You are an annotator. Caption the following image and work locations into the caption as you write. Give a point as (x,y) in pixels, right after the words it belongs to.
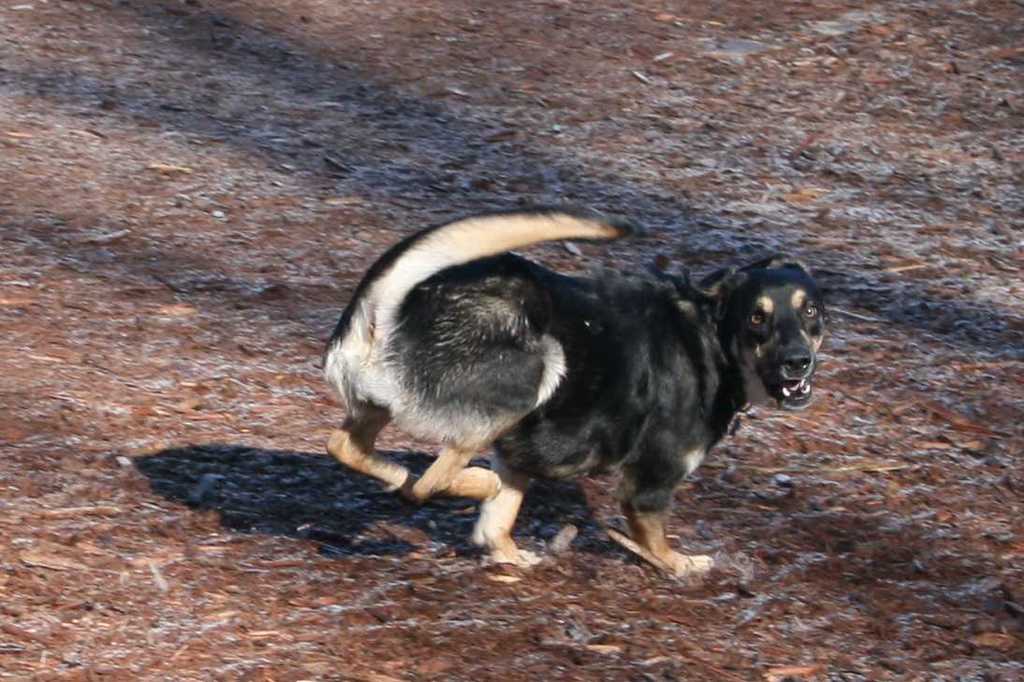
In this picture we can see a dog (784,371) on the ground (887,259).
